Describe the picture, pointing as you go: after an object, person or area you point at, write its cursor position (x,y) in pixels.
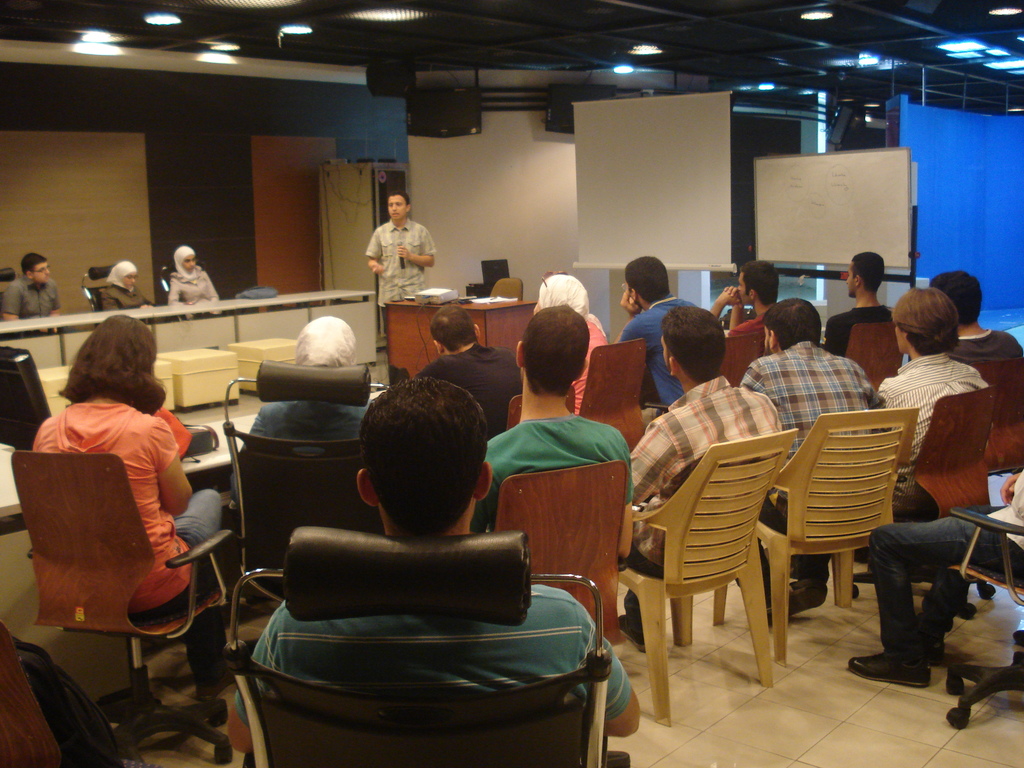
In the image we can see there are lot of people (811,573) who are sitting on chair (893,362) and in front of them there is a man (410,232) holding microphone (402,266) in his hand (400,247).
